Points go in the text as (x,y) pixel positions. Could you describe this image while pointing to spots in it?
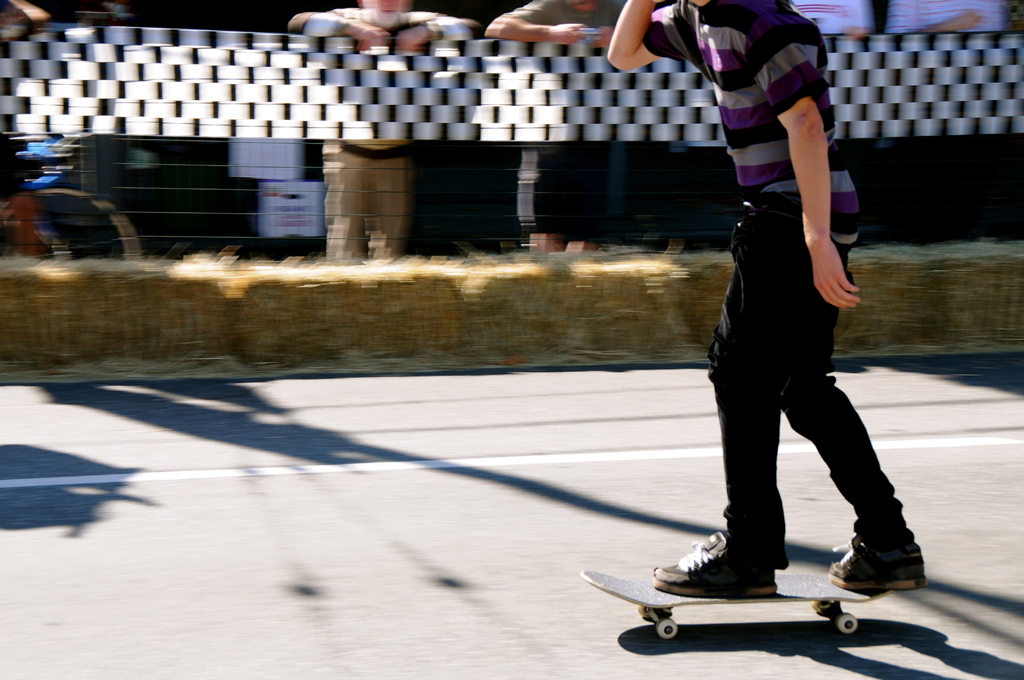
In this image, we can see a person (785,556) skating on the road (578,521) and in the background (335,33), there are some people (853,27) and we can see a fence (379,93) and there are posters (299,185) and some objects (29,169).
